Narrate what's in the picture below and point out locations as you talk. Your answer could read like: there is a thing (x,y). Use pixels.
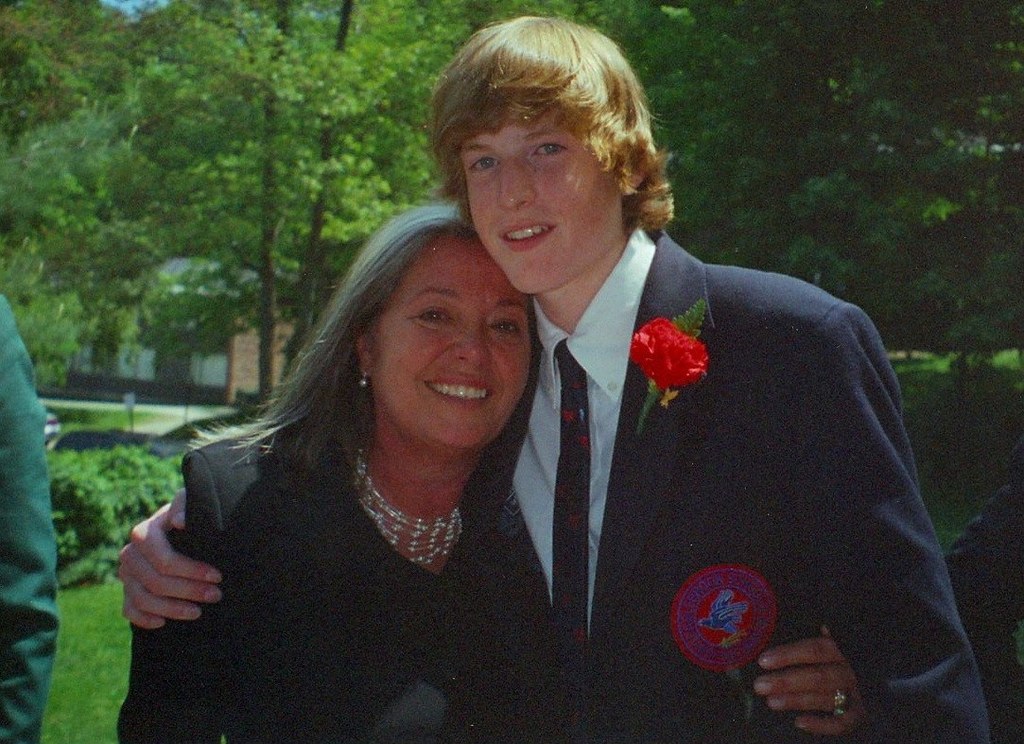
There is one woman (414,477) and a man (651,516) is standing at the bottom of this image (592,606). We can see trees (216,181) in the background (221,335).
